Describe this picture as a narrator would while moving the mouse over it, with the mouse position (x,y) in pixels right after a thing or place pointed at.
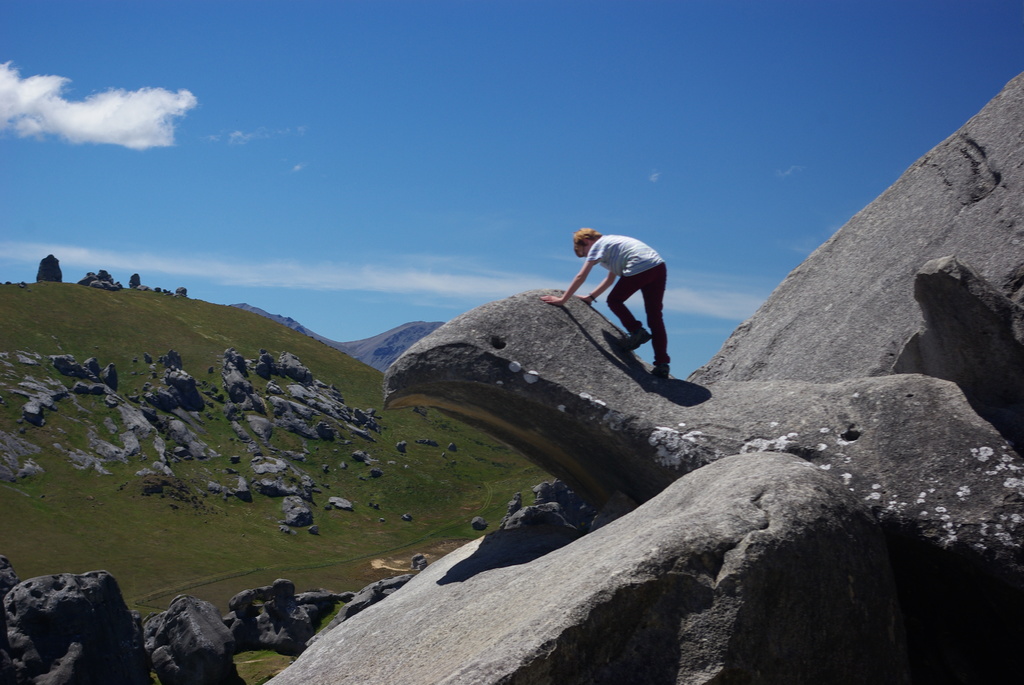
In this image I can see few mountains (855,363) and person (615,263) is climbing. The sky (320,225) is in white and blue color.
